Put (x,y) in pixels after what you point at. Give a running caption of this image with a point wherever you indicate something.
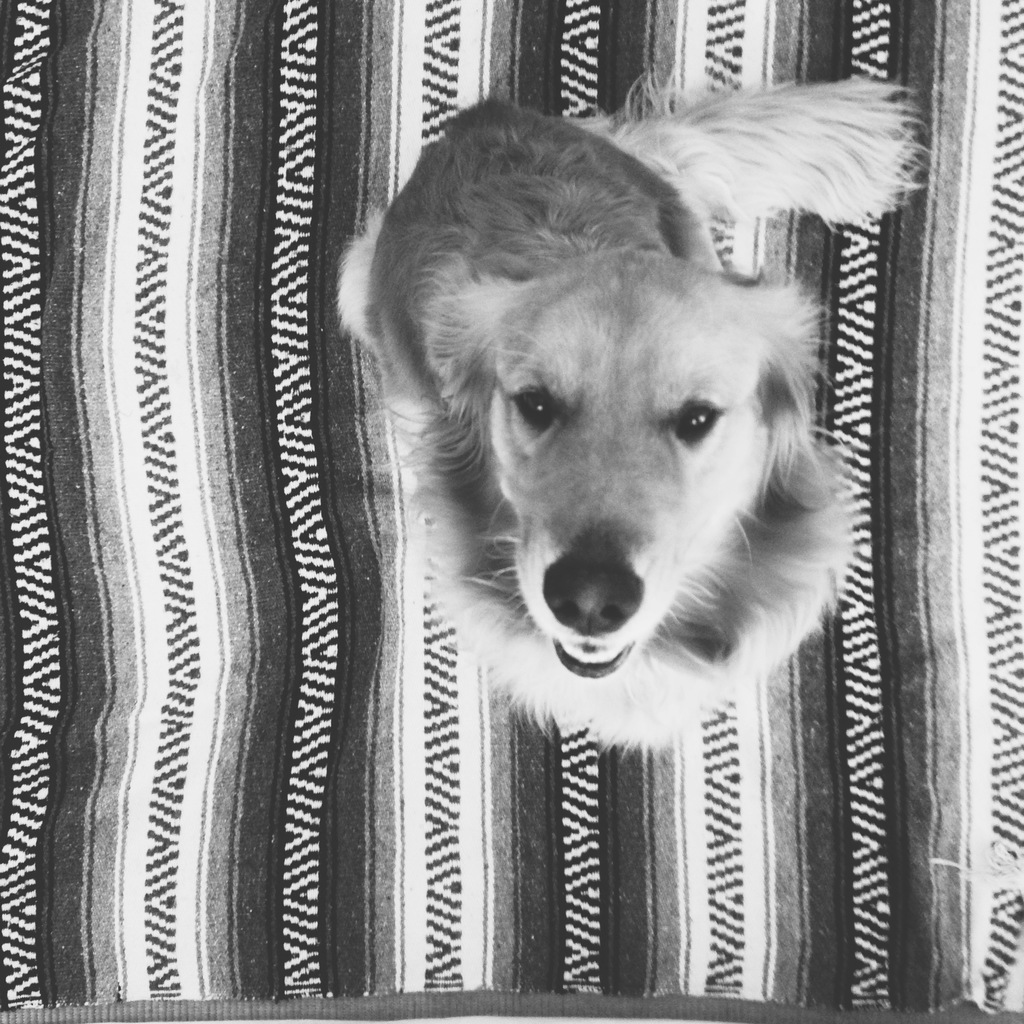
In this image we can see a dog (673,451) on a cloth (276,737).
